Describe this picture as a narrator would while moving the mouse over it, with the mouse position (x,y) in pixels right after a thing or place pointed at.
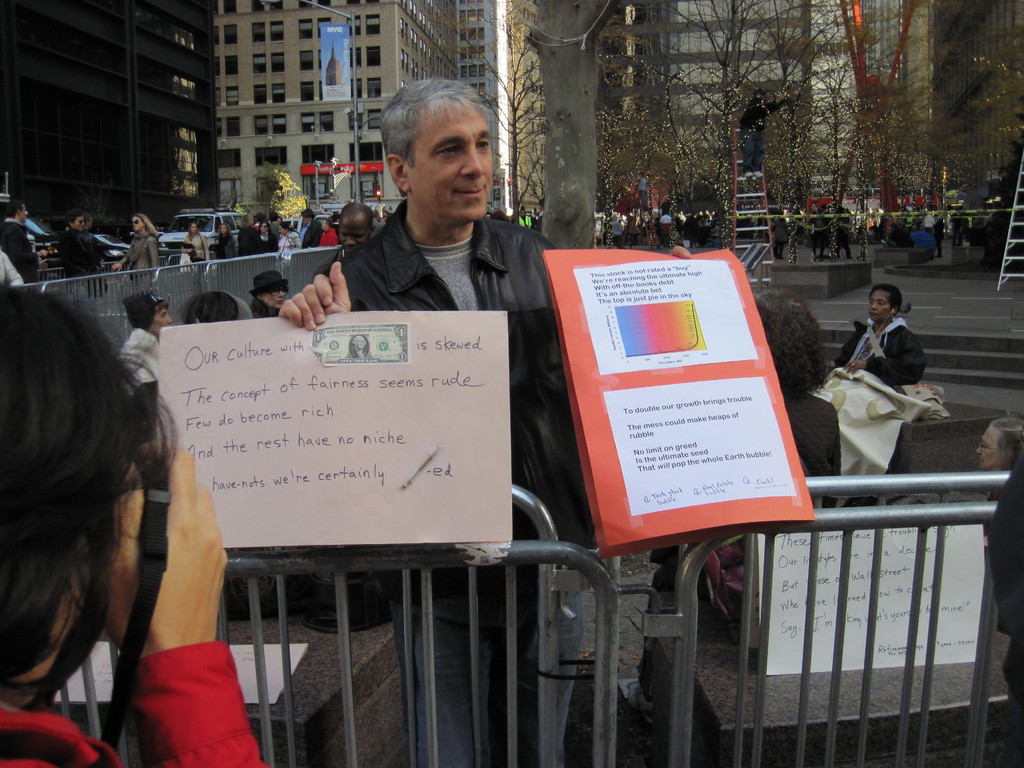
There is a person (92,618) on the left (129,688). There are fences (802,529). A person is standing holding chart papers (671,423). There are other people (753,169) at the back (91,253). There are stairs (1007,343), ladders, trees (893,127), poles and buildings (32,182).
